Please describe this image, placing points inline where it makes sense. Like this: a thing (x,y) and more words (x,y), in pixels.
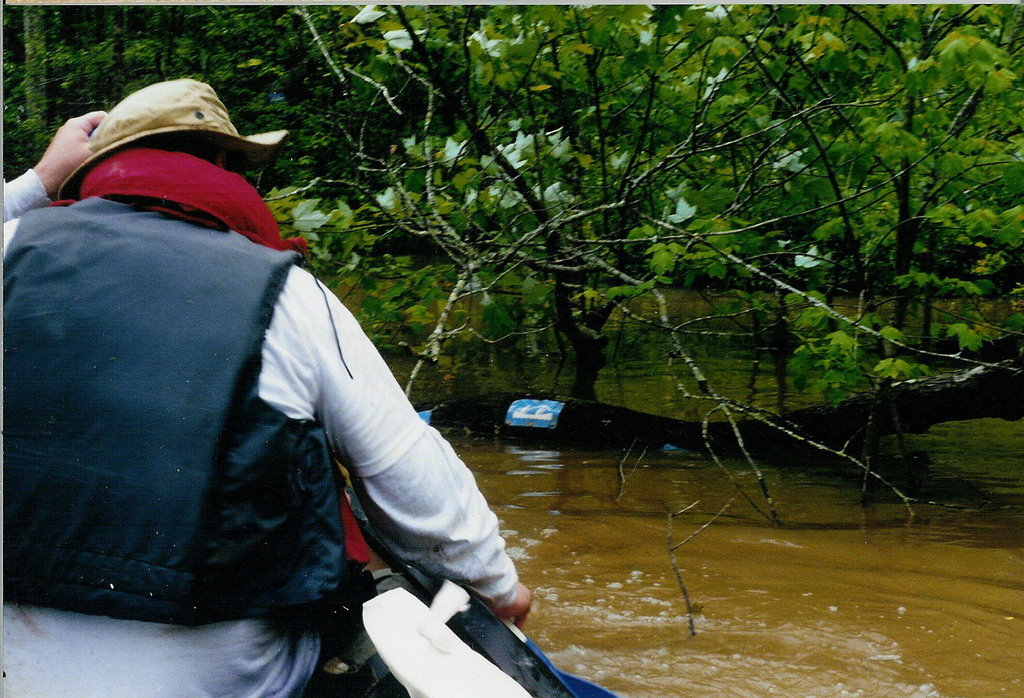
On the left side (154,352) there is a person (199,690) sitting on the boat (349,690) on the water (618,371) and there is a hat (160,109) on his head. In the background (393,75) we can see trees (766,441).
